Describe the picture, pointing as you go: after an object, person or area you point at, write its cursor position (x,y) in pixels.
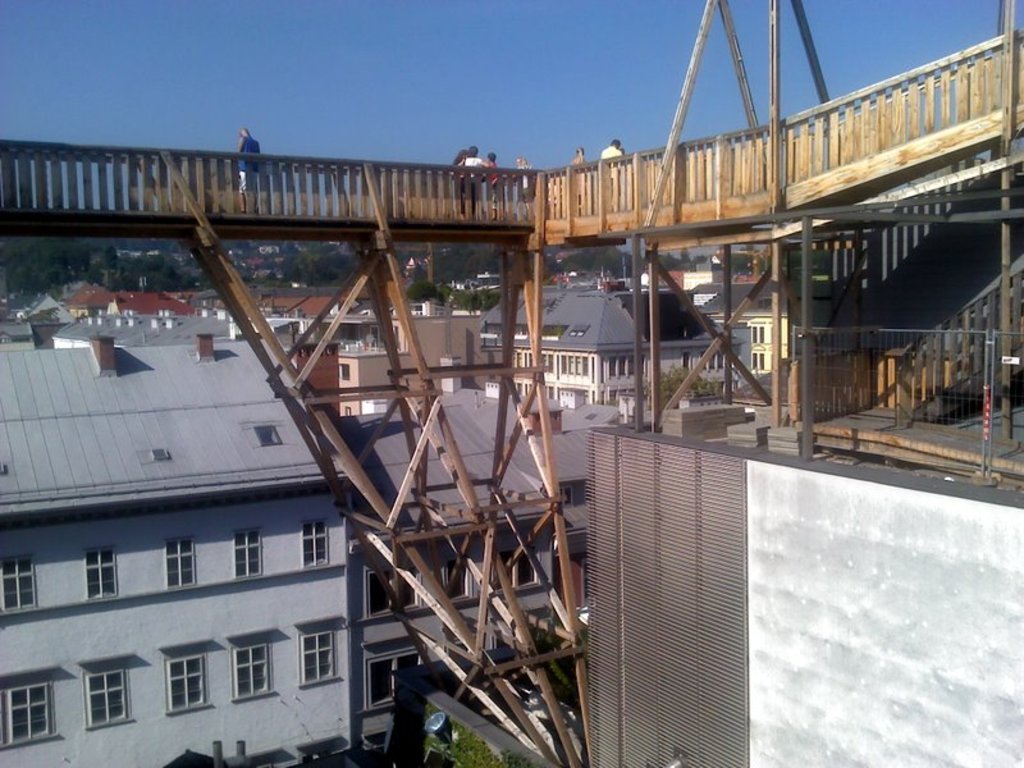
In this image, we can see wooden railing (403,206), few people (478,182), wooden poles (577,623), fencing (961,432). Background (603,403) we can see so many buildings (45,662), trees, windows (90,571), walls (292,597) and sky (449,62).
